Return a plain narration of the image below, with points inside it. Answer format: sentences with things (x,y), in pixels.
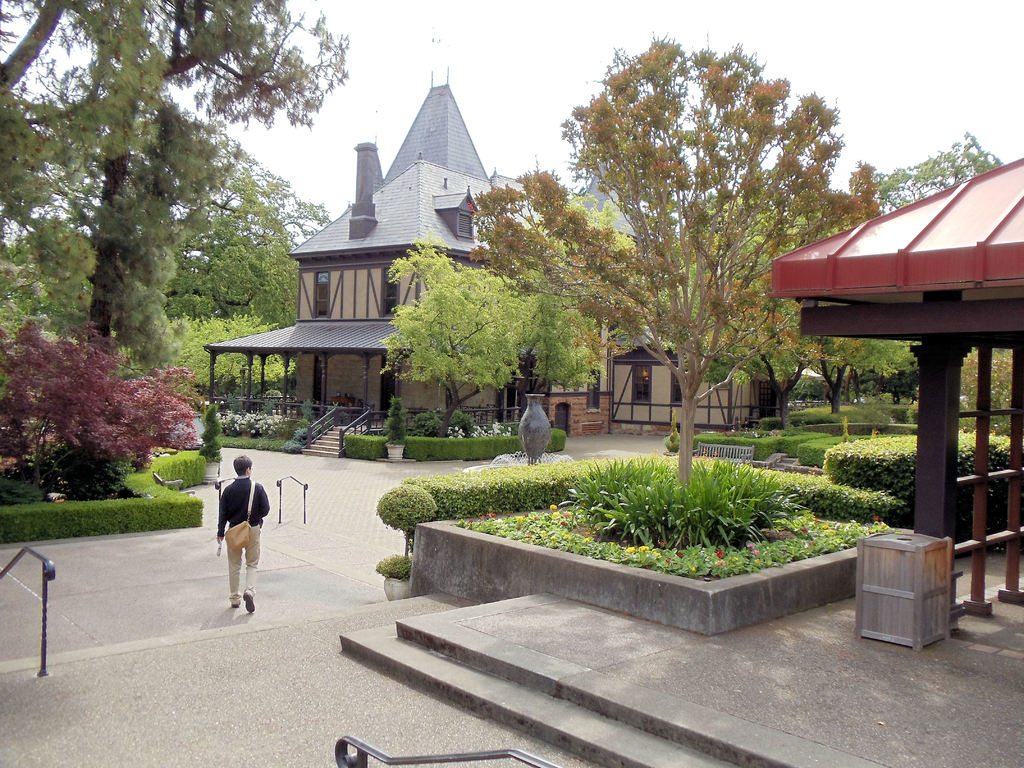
In this image we can see a person (250,553) on the floor (261,580), there are metal railings (45,635), a wooden box (906,589) near the shed (946,391) and there are few plants (739,490), trees (506,229), a bench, fountain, a building (351,420), stairs (324,438) in front of the building (618,385) and the sky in the background (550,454).
